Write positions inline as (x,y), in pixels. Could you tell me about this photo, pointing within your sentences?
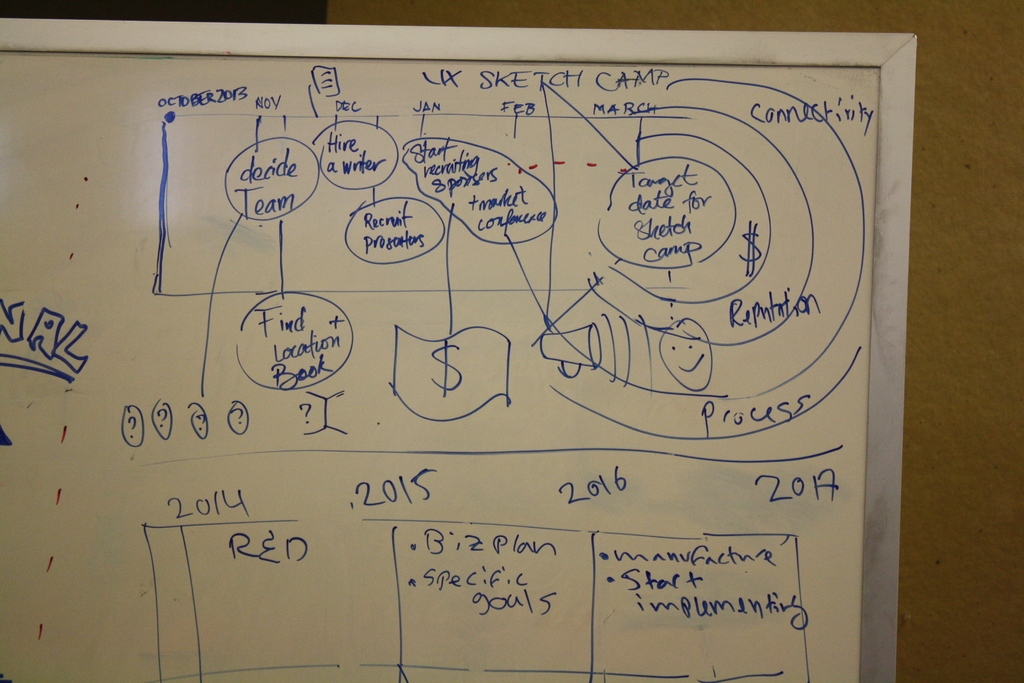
In this picture we can see a white board (775,509) with some text (208,97) on it and in the background (916,506) we can see wall (946,482).
